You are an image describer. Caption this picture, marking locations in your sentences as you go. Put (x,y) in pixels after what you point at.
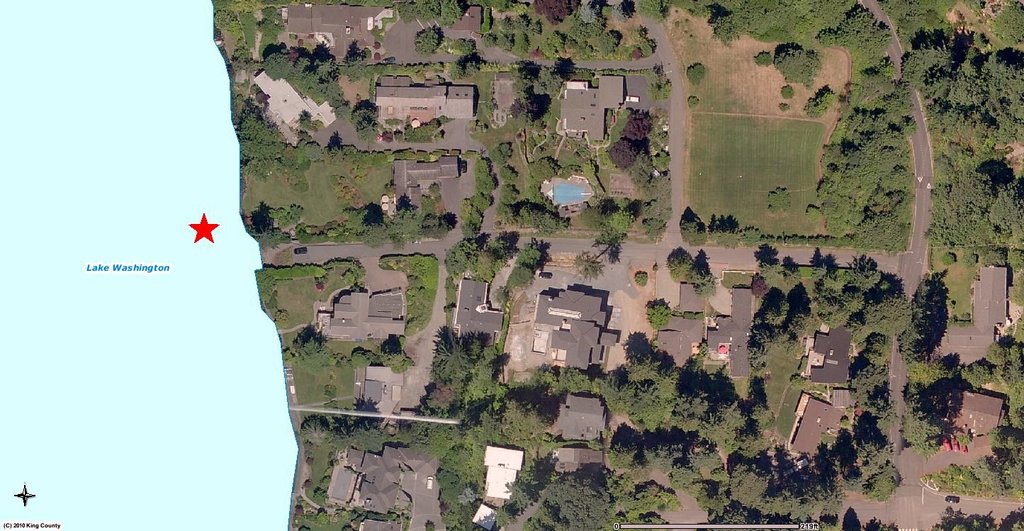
Here we can see an aerial view, in this picture we can see buildings (586,324), trees (686,427), grass (731,179) and roads (401,244), on the left side (156,325) we can see lake (156,325), at the left bottom (2,526) there is some text (36,529).
